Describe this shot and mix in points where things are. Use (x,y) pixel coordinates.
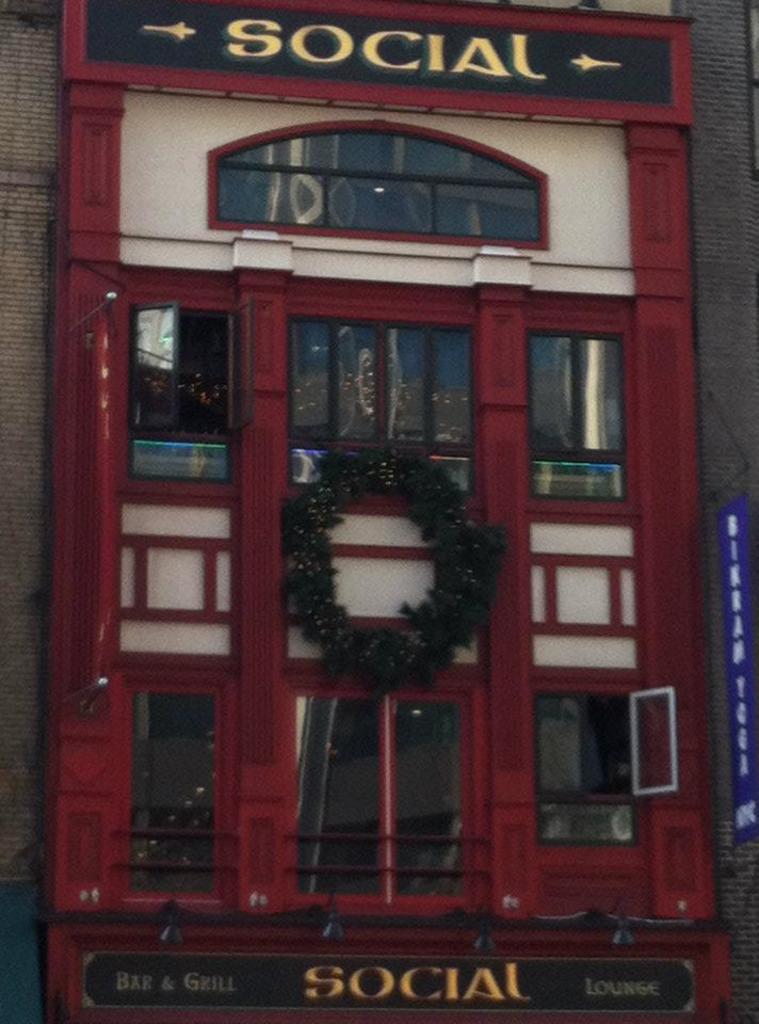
In this image I can see a building (386,370). On the building (368,94) I can see something written over here. This building (381,42) has windows (351,406).
